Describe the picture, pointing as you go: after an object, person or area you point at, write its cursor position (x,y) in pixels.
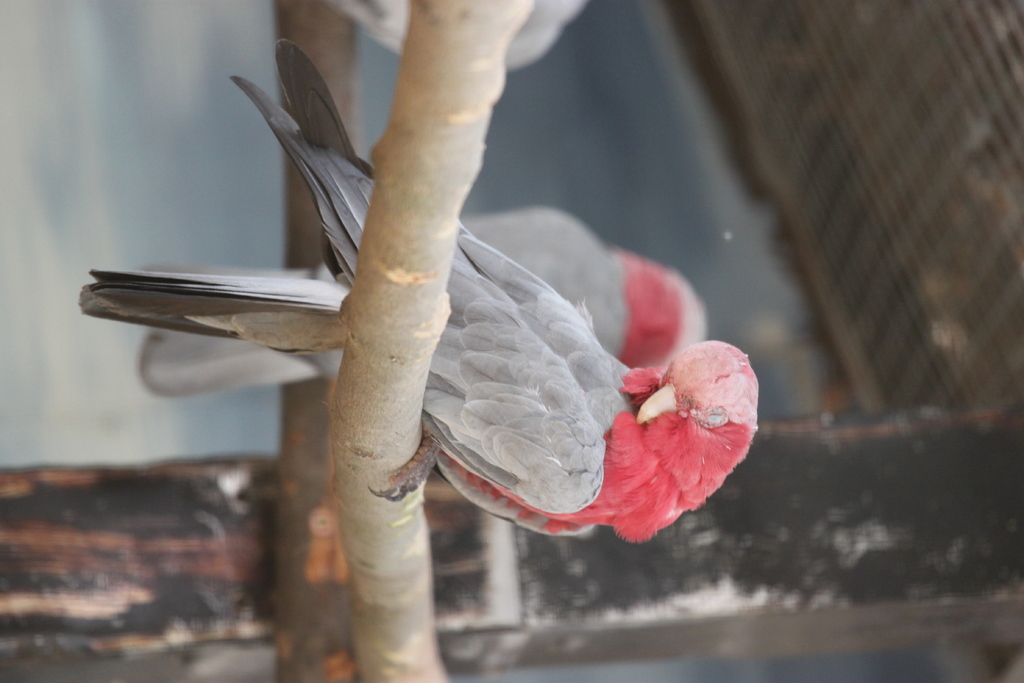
In this image we can see the birds (600,299) on the barks (355,477) of the trees (378,526) and the background (145,133) is not clear.
